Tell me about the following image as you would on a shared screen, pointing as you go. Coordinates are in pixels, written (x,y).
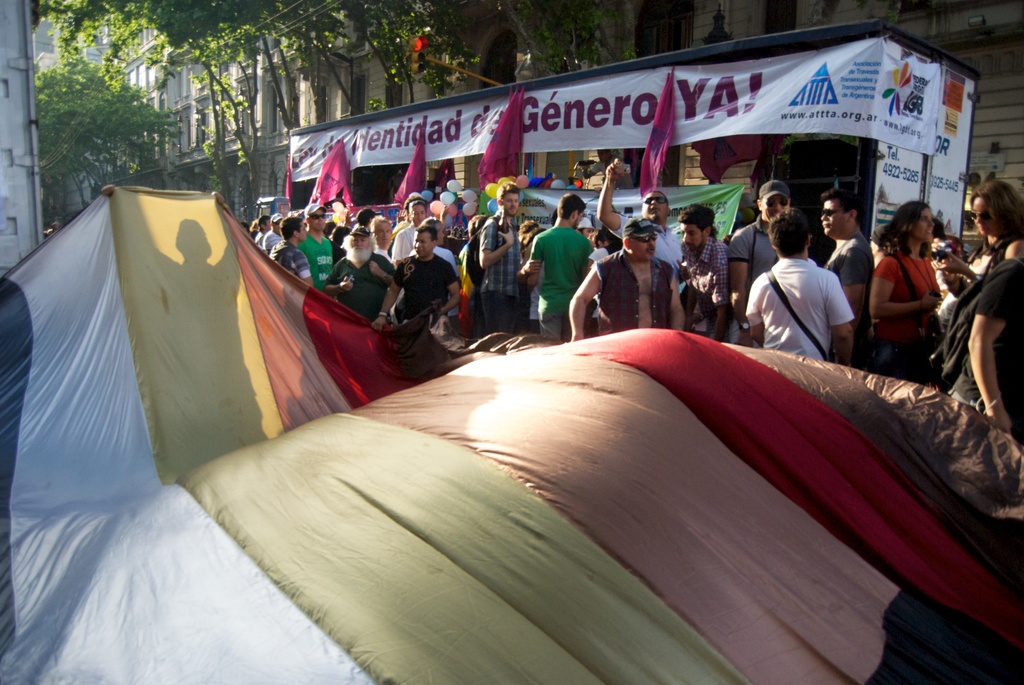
In the foreground of this image (579,388), there is a big cloth (418,374) holding by few people (973,348) behind it. There are also few more people (614,238), banners (657,98), flags (657,155), balloons (454,194), shed (752,44), trees (312,69) and buildings (269,94) in the background (243,109).
